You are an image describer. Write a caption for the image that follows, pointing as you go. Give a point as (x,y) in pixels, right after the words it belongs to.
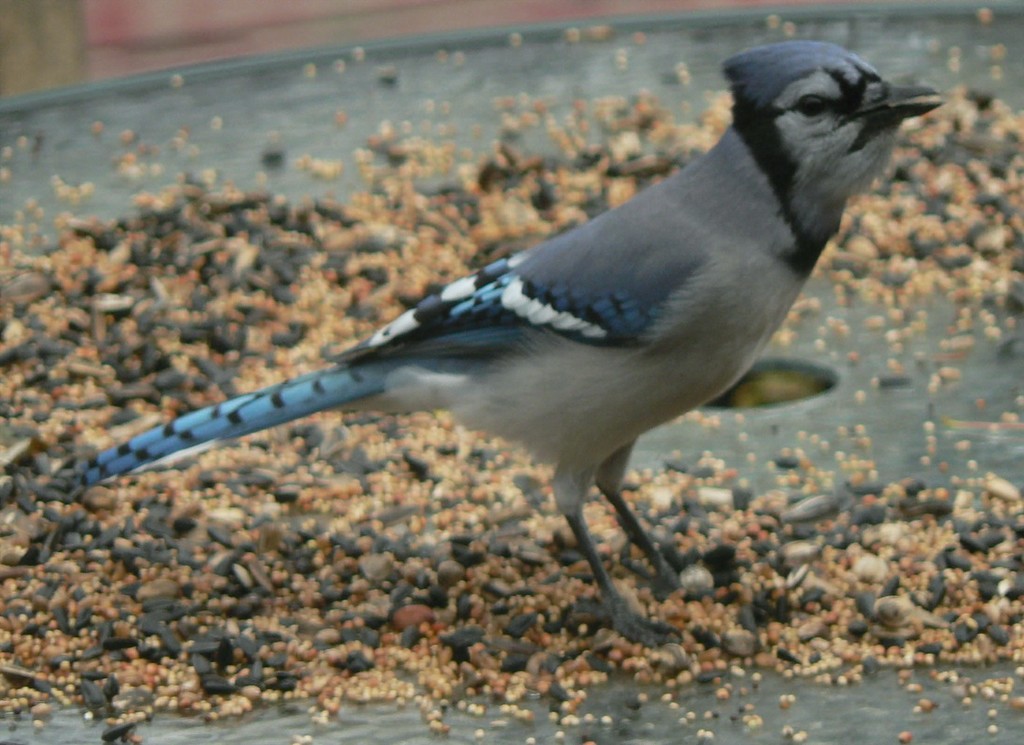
In the picture we can see a surface (949,322) with grains (725,625) and on it we can see a bird (575,507) standing and the bird (636,632) is gray in color with a blue color tail (238,426) with black color lines (237,413) on it and to the wings (509,336) also we can see some white in color and some blue in color to it.
